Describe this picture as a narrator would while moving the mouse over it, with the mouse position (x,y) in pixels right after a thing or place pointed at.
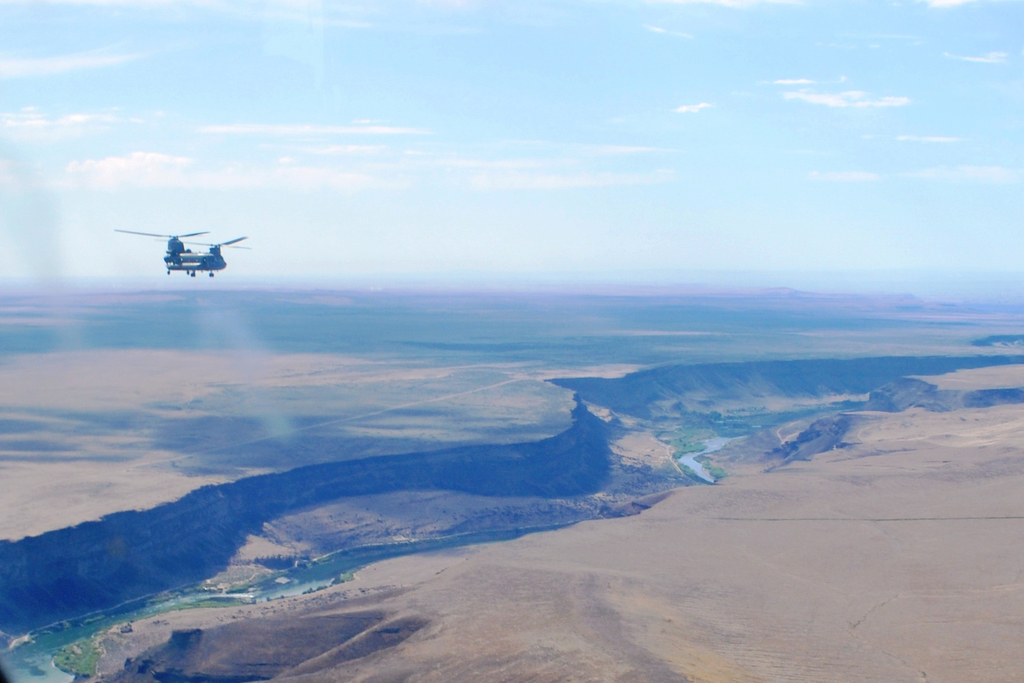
In this image there is a helicopter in the air (313,230). There is water (41,641). At the bottom of the image (582,558) there is sand (757,605). At the top of the image (610,96) there are clouds (621,152) in the sky (749,131).
